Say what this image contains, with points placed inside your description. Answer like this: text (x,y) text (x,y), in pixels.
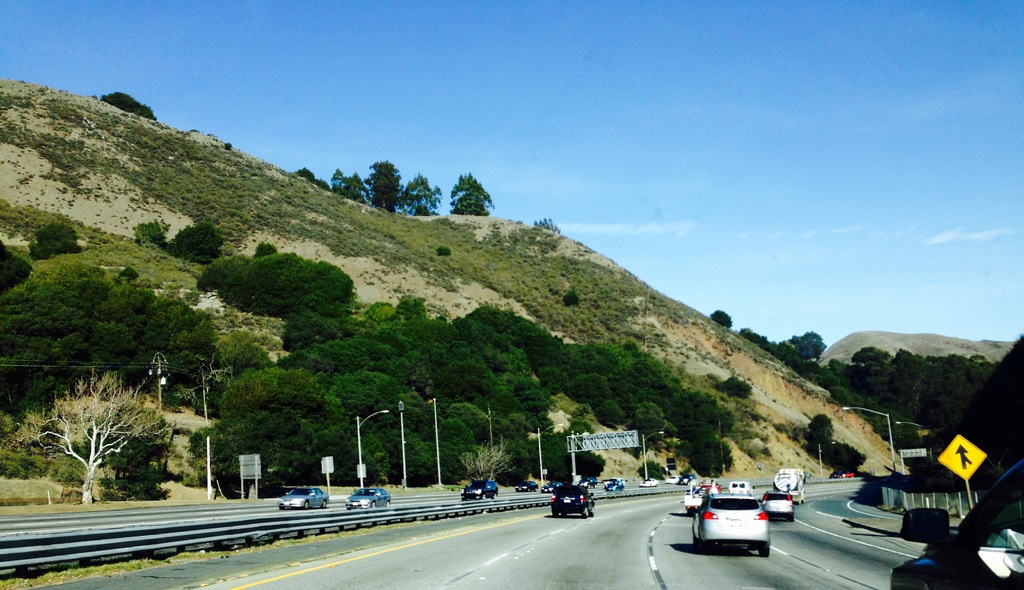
In this image we can see a mountain (607,319) with full of trees (464,330). At the bottom (436,528) we can see vehicles (718,524) passing on the road (754,558). Image also consists of sign boards (973,453), light poles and electrical poles (156,354) with wires (28,366). At the top (640,138) there is sky (763,115).
